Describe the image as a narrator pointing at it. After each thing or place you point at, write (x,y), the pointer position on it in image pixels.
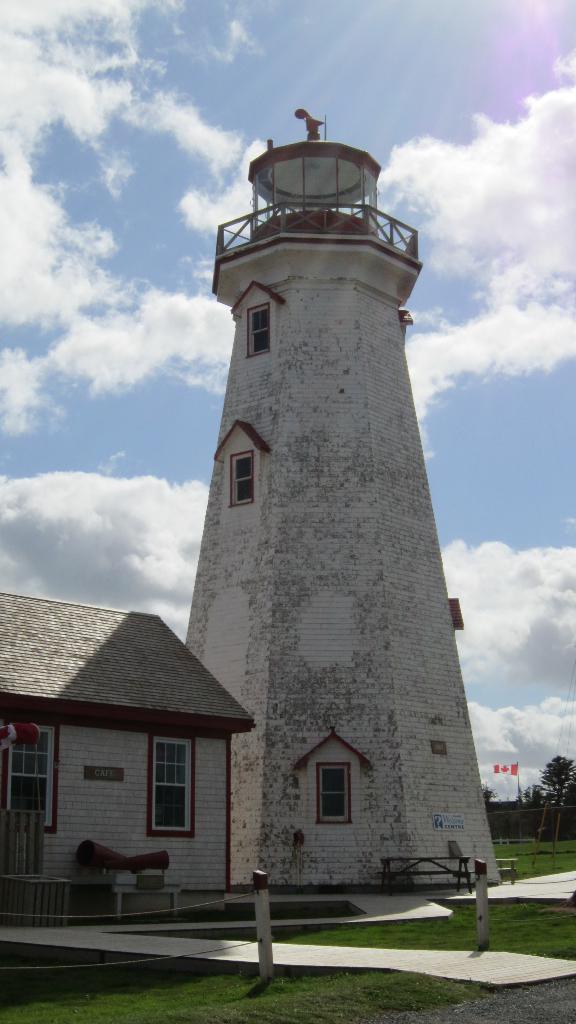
In this image I can see on the left side (141,761) it is a house (172,777). In the middle (276,540) it looks like a tower (348,704), on the right side (566,777) there are trees (556,813), at the top (472,219) it is the sky (499,192).
